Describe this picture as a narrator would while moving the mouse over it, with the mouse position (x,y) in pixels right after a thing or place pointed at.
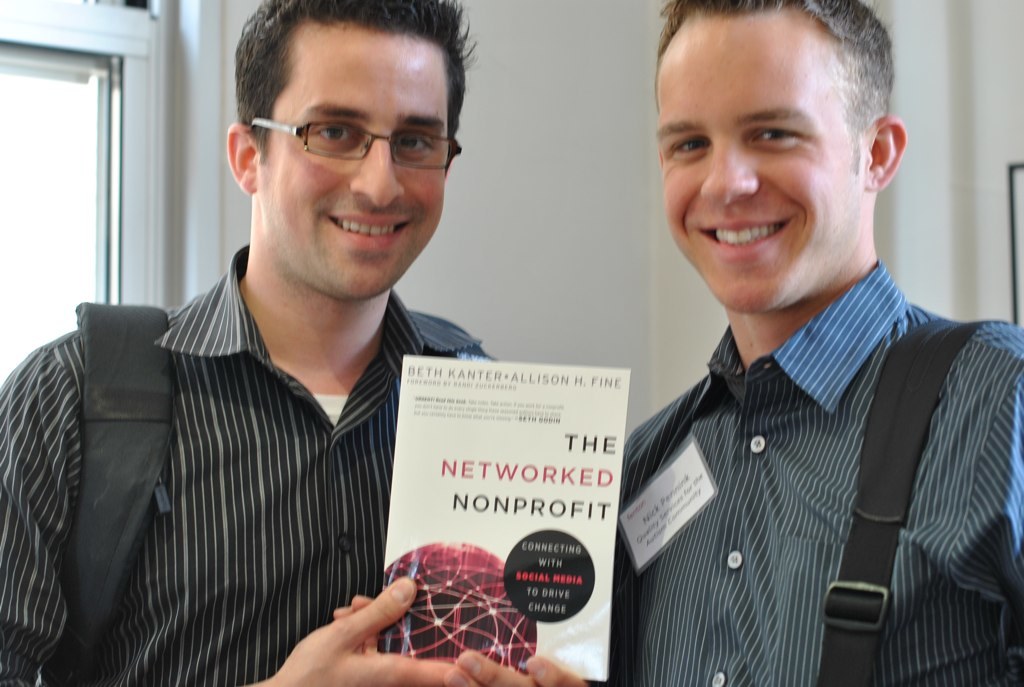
In the image in the center (379,244) we can see two persons (327,202) were standing and they were wearing backpacks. And we can see they were smiling, which we can see on their faces (411,246). And we can see they were holding pamphlet (596,415). On pamphlet (564,579), it is written as "The Networked". In the background (561,193) there is a wall (599,112) and window (75,138).
